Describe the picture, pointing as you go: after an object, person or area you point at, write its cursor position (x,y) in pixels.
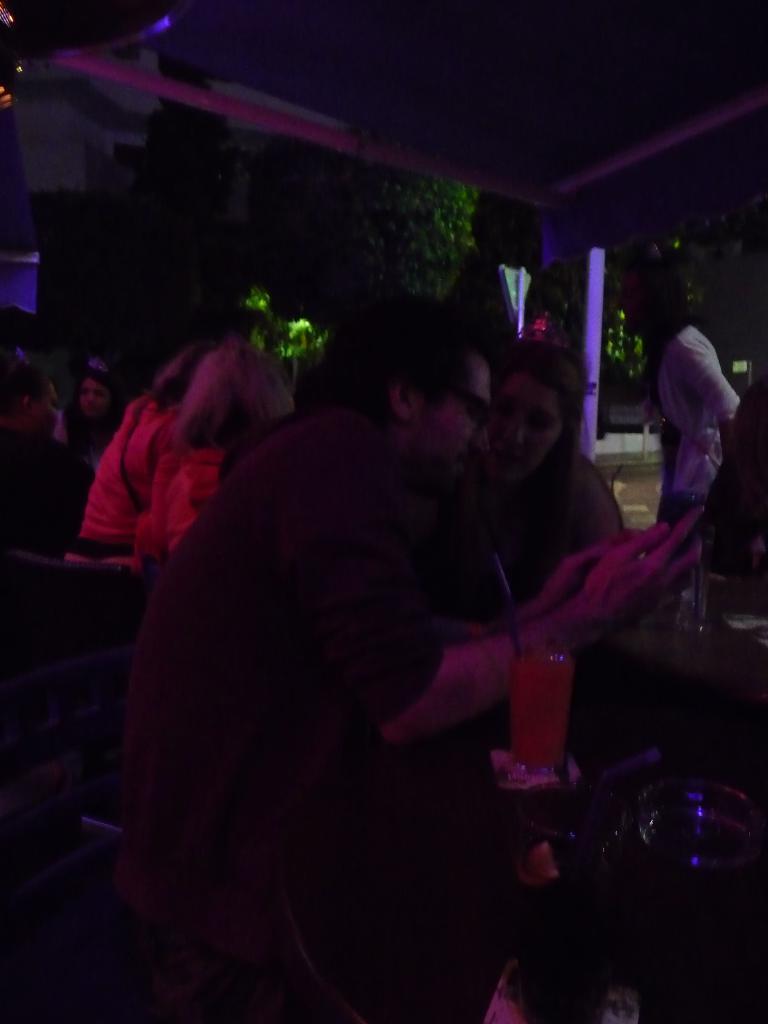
In this image we can see there are some people (134,404) standing and some are sitting, and there is a glass (540,772) on the table (583,734).
